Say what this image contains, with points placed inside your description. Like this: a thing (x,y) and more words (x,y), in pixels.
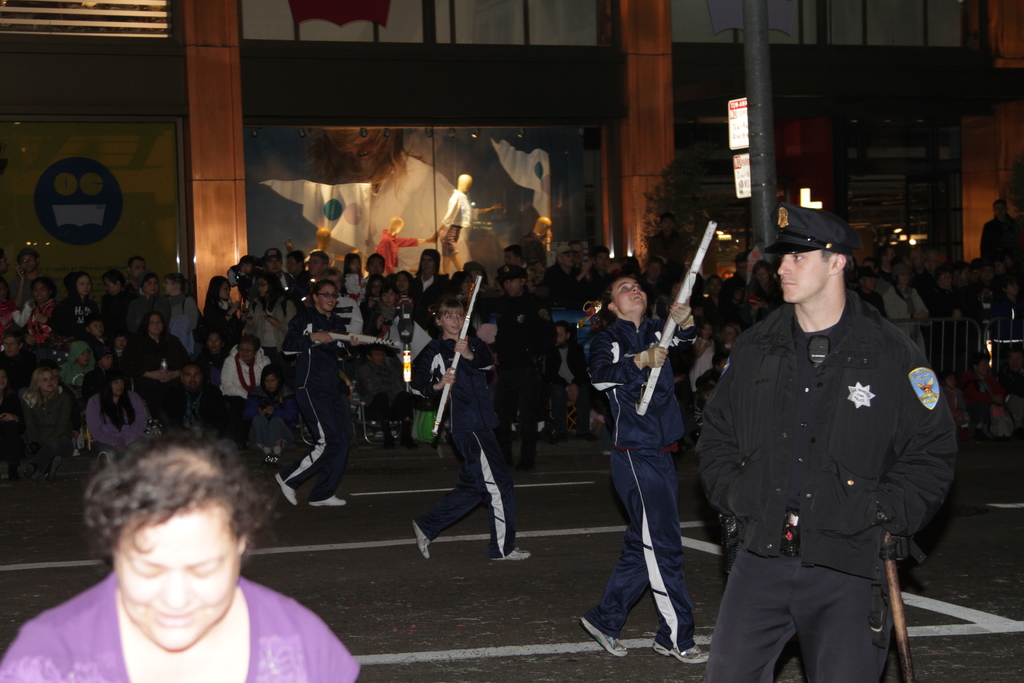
In the image in the center (349,444) we can see two persons (791,545) were standing and three persons (662,399) were holding some object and they were smiling, which we can see on their faces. In the background (365,198) we can see building (998,122), wall (987,130), glass (70,134), mannequins (495,207), sign boards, poles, fence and group of peoples (426,260) were standing and watching them.
